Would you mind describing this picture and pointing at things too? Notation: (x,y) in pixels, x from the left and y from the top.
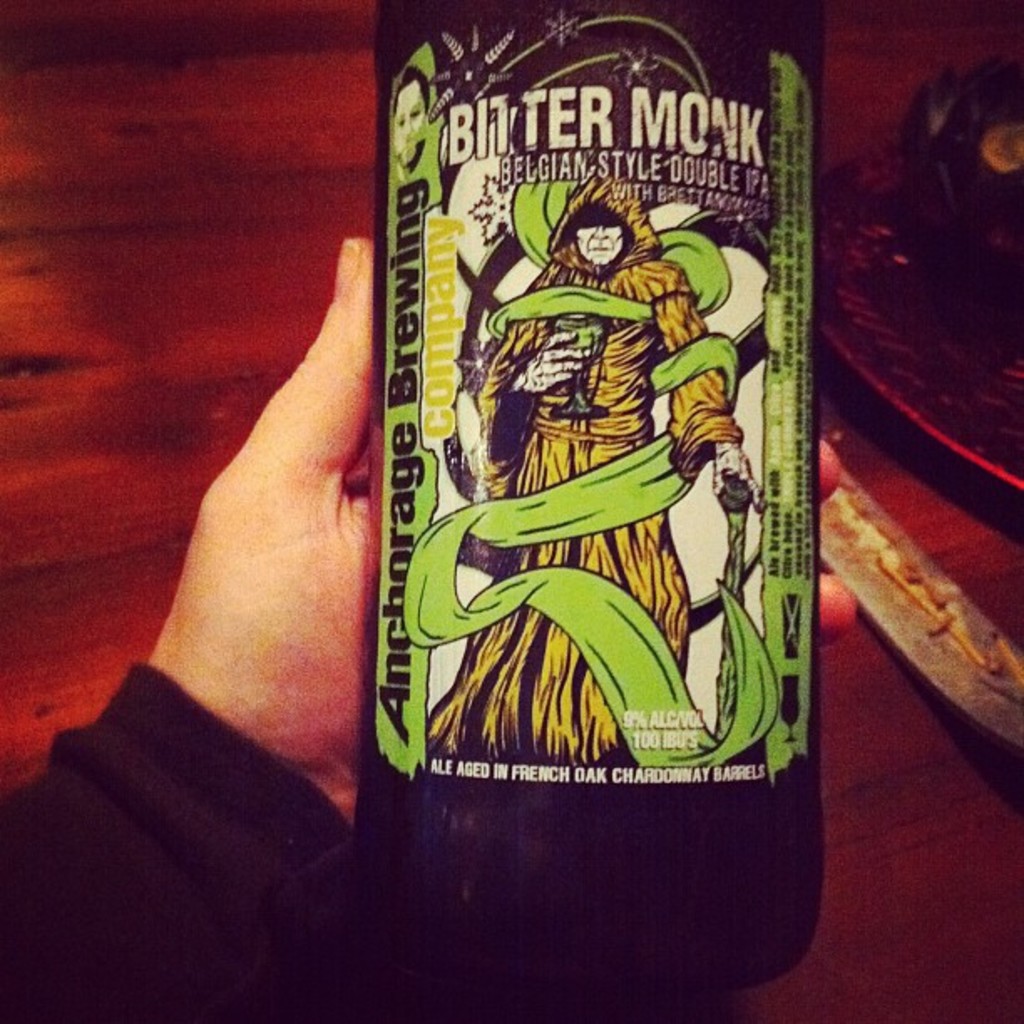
In this image we can see the hand (284,530) of a person (303,511) holding a bottle (684,417) in his hand (270,548) and there is a knife (976,708) and other object (957,408) on the table (900,856).
